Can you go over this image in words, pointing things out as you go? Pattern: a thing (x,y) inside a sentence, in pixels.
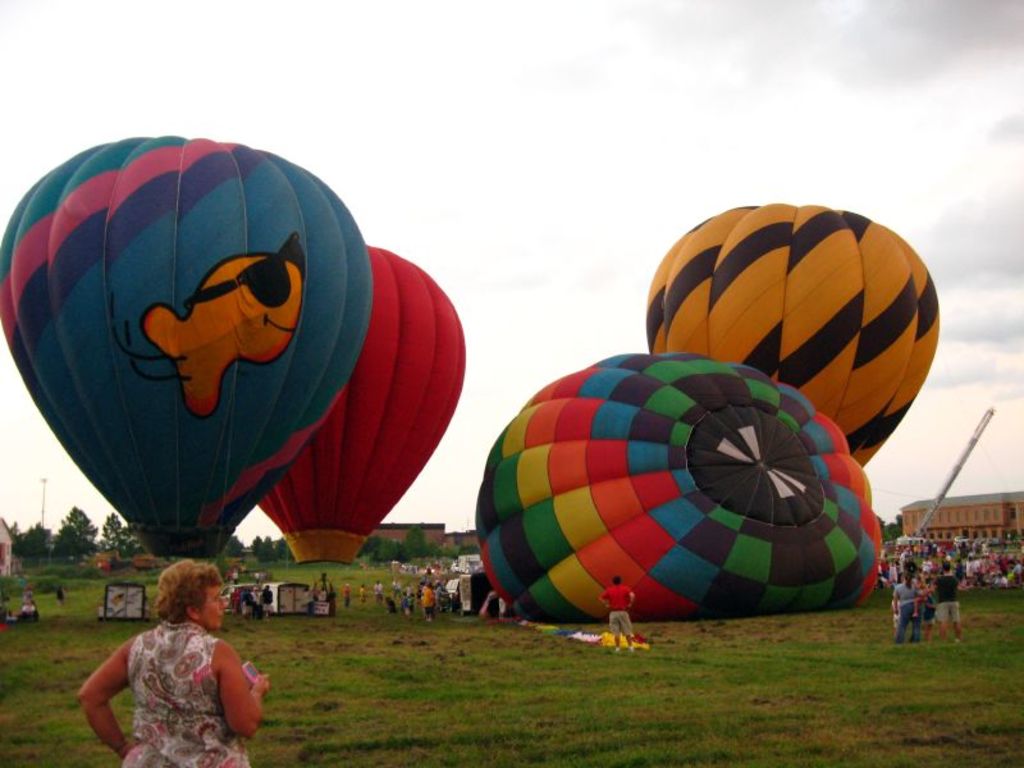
This image consists of so many air balloons (392,442). There is grass (499,668) at the bottom (663,707). There are so many people (174,586) standing in the middle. There is a building (971,507) on the right side (1001,519). There is sky (79,150) at the top (560,139).
